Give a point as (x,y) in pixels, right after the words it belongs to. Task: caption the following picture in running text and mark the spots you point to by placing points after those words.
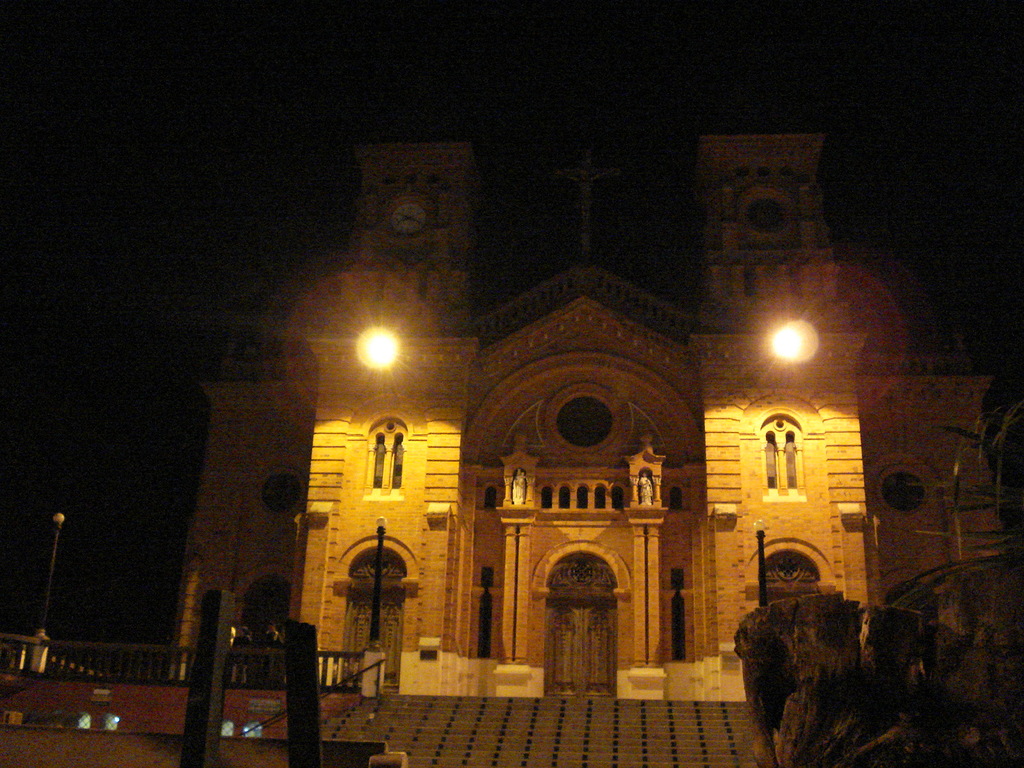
In this picture I can see a building (695,540), there are lights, poles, stairs (638,717).
